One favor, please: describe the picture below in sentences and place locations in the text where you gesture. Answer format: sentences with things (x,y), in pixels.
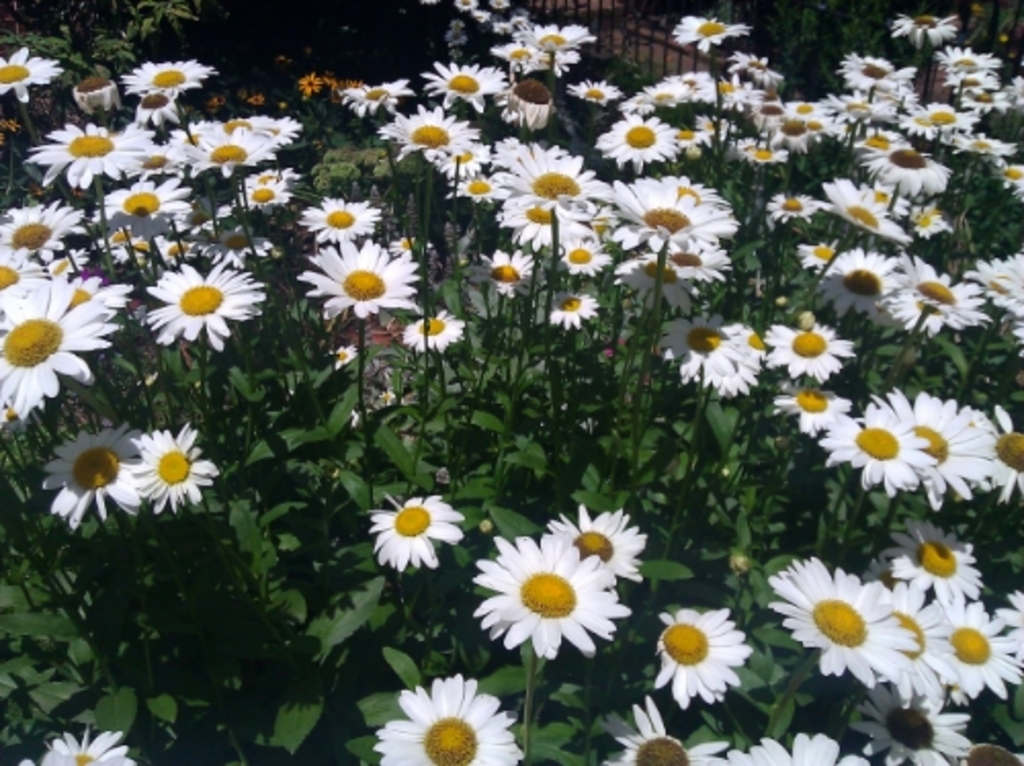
Here we can see plants (267,283) with flowers (569,206). In the background (664,37) there is a fence (646,36).
